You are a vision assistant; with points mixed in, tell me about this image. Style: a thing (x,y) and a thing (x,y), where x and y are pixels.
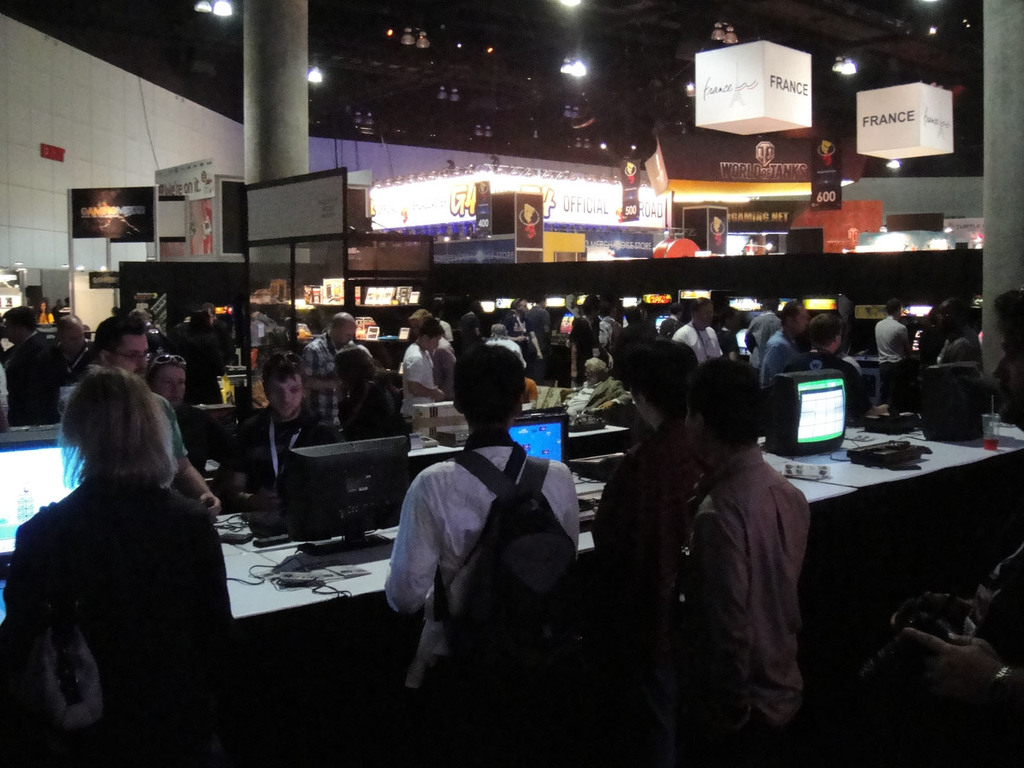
In the center of the image (585,363) there are people (54,363). There is a table (931,486) on which there are monitors (388,453), screens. In the background of the image (520,178) there are advertisement boards (197,250), wall (25,93). At the top of the image (380,100) there is ceiling (219,69) with lights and rods (397,64).
